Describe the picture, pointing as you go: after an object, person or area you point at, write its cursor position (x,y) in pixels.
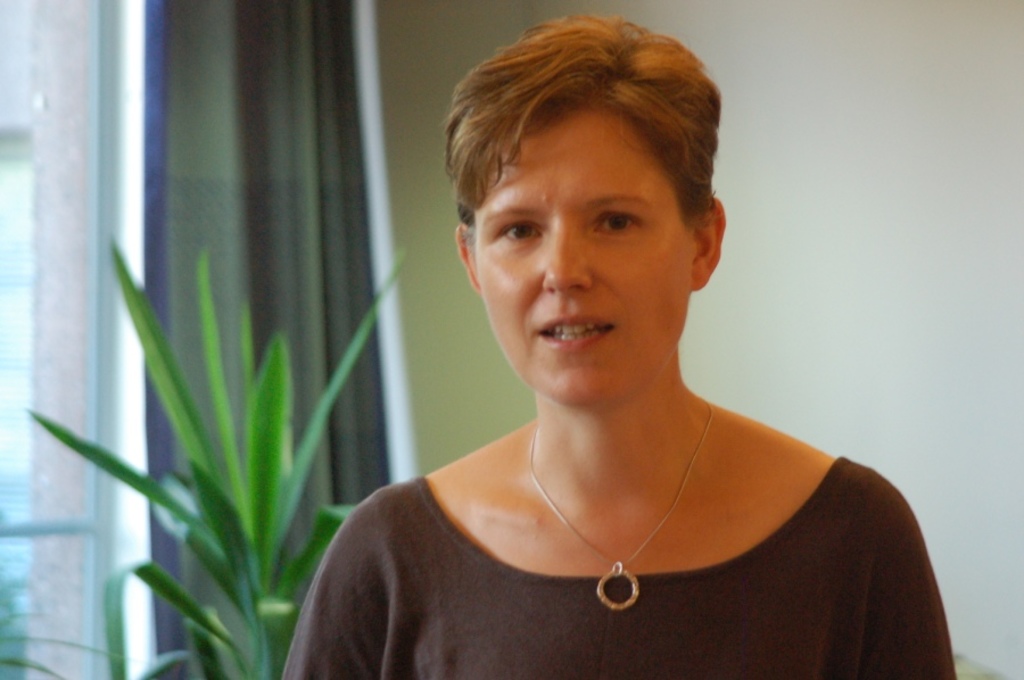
In this image we can see a lady (565,531) standing, beside her there is a plant (255,466). In the background (922,177) there is a wall (938,534).
